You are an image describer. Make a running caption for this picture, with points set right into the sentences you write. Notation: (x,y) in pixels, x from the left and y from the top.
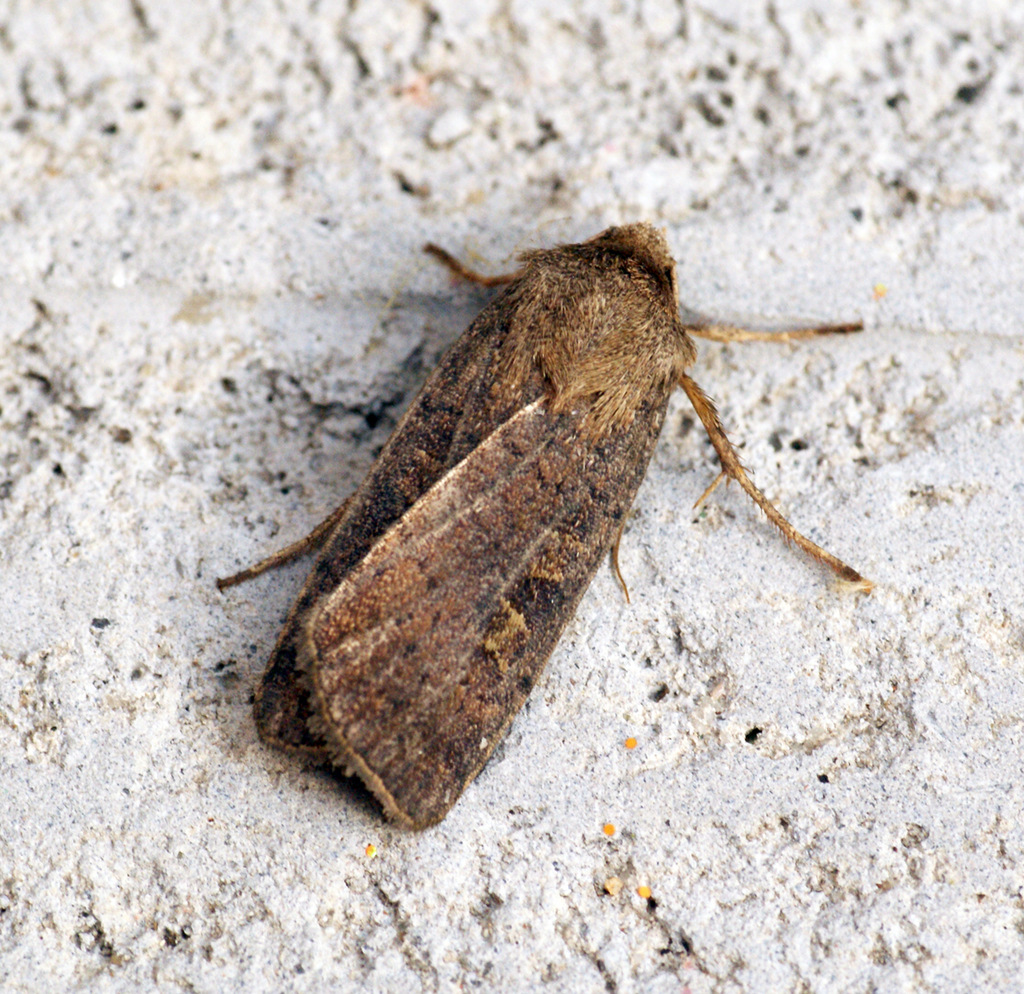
In the image there is an insect (500,488).
